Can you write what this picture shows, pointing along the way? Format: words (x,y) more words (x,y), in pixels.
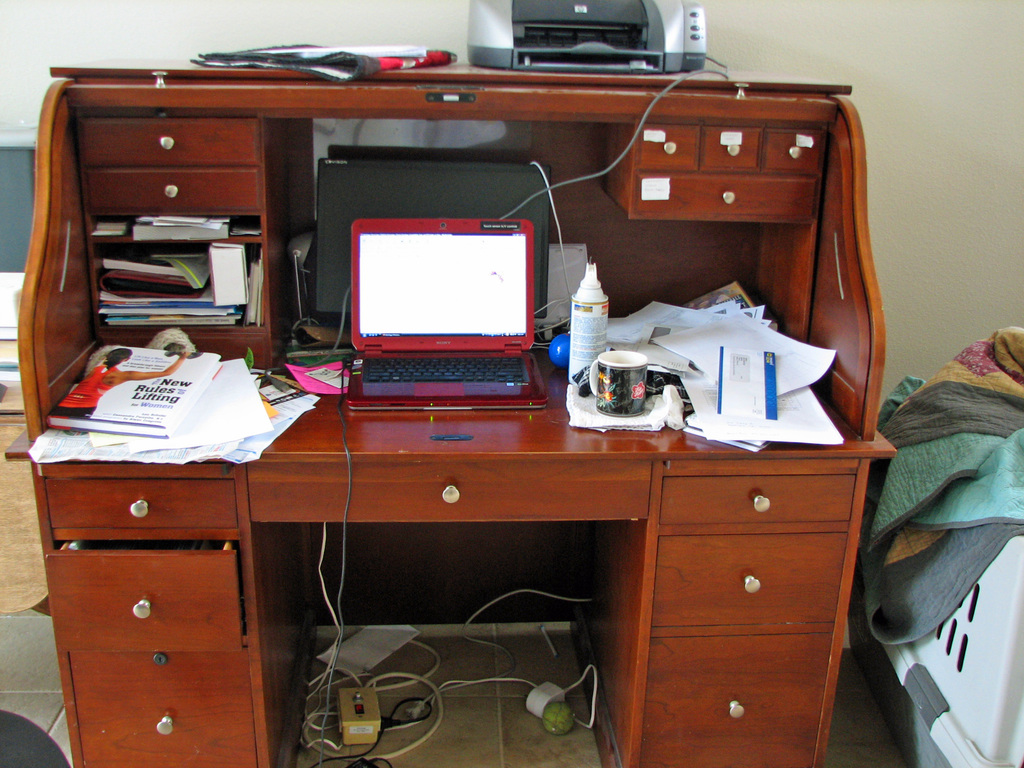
It is Inside a room (463,418) there is a big computer table (820,635) with lot of drawers (676,595), on the table (96,713) to the left side (197,398) there are some papers (164,299) and books (220,284) in between the laptop (485,306) and monitor (455,201), to the right side (735,385) there is a cup (614,385), a bottle (586,352) and other papers (619,343) above the table (606,80) there is a printer (680,68), in the background (884,86) there is a wall (889,154).
